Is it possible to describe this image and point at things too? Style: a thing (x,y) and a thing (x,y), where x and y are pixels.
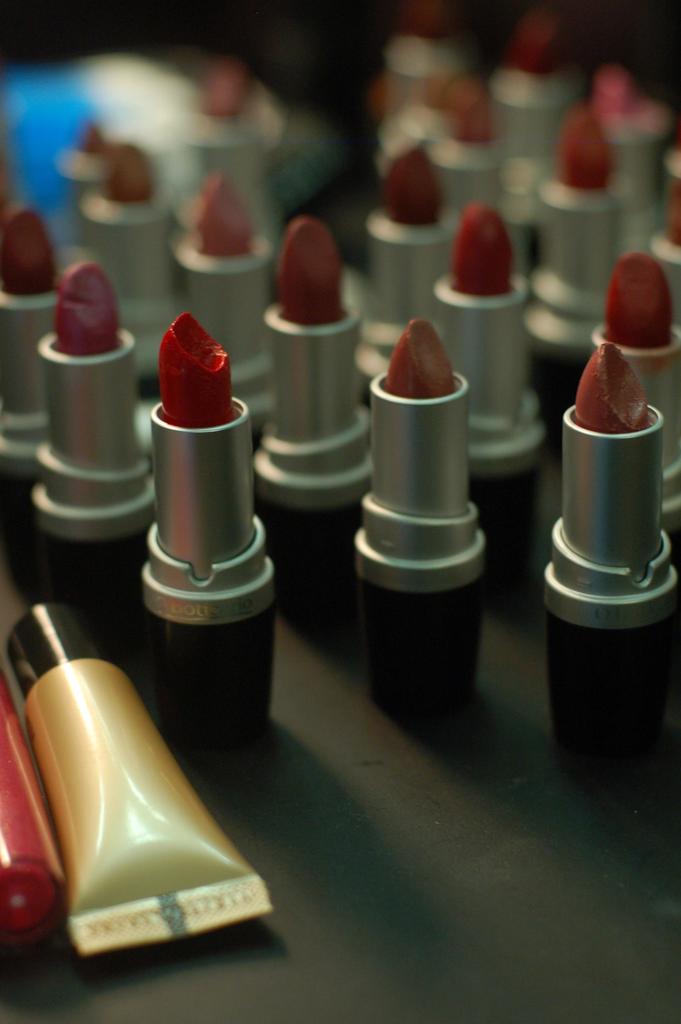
In the center of the image (324,665) we can see one table (661,869). On the table (650,908), we can see different color lipsticks (472,230). And we can see one tube (147,735), which is in cream color and one red color object (31,809) and a few other objects (11,82). In the background (196,109), we can see it is blurred.
